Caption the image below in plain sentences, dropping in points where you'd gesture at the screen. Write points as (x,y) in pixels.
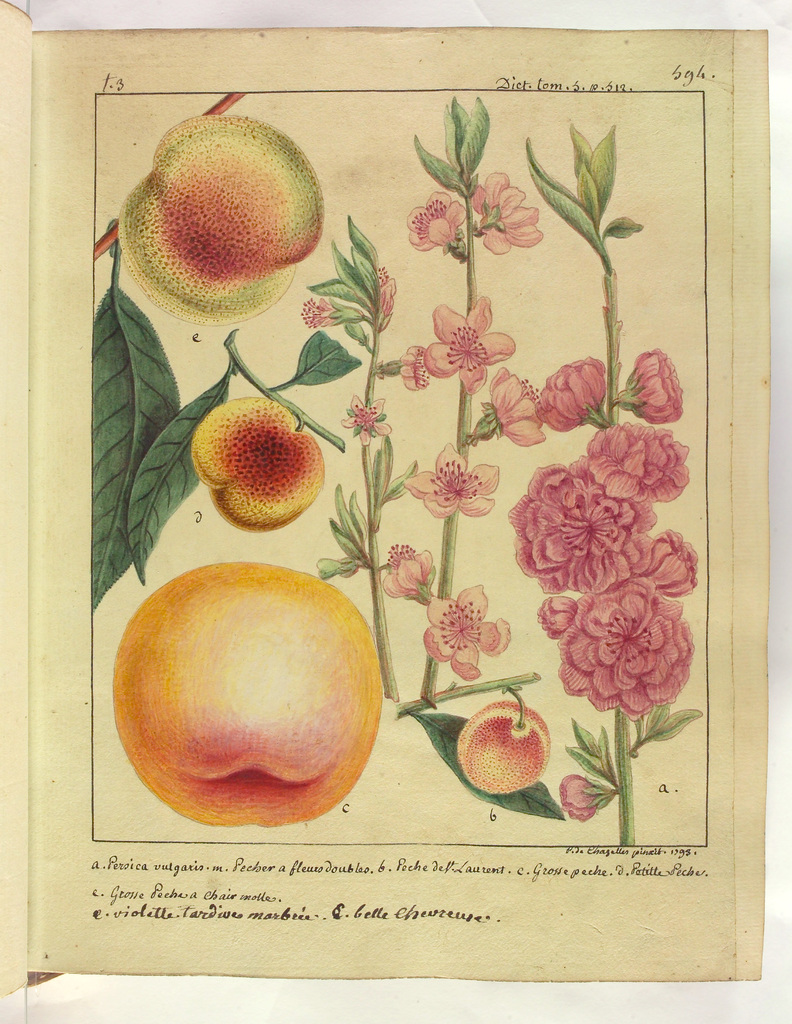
in the given picture i can see peaches (132,233) which are drawn and leaves (142,353), a stem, flowers (603,653) and also there is something content (652,848) written.
